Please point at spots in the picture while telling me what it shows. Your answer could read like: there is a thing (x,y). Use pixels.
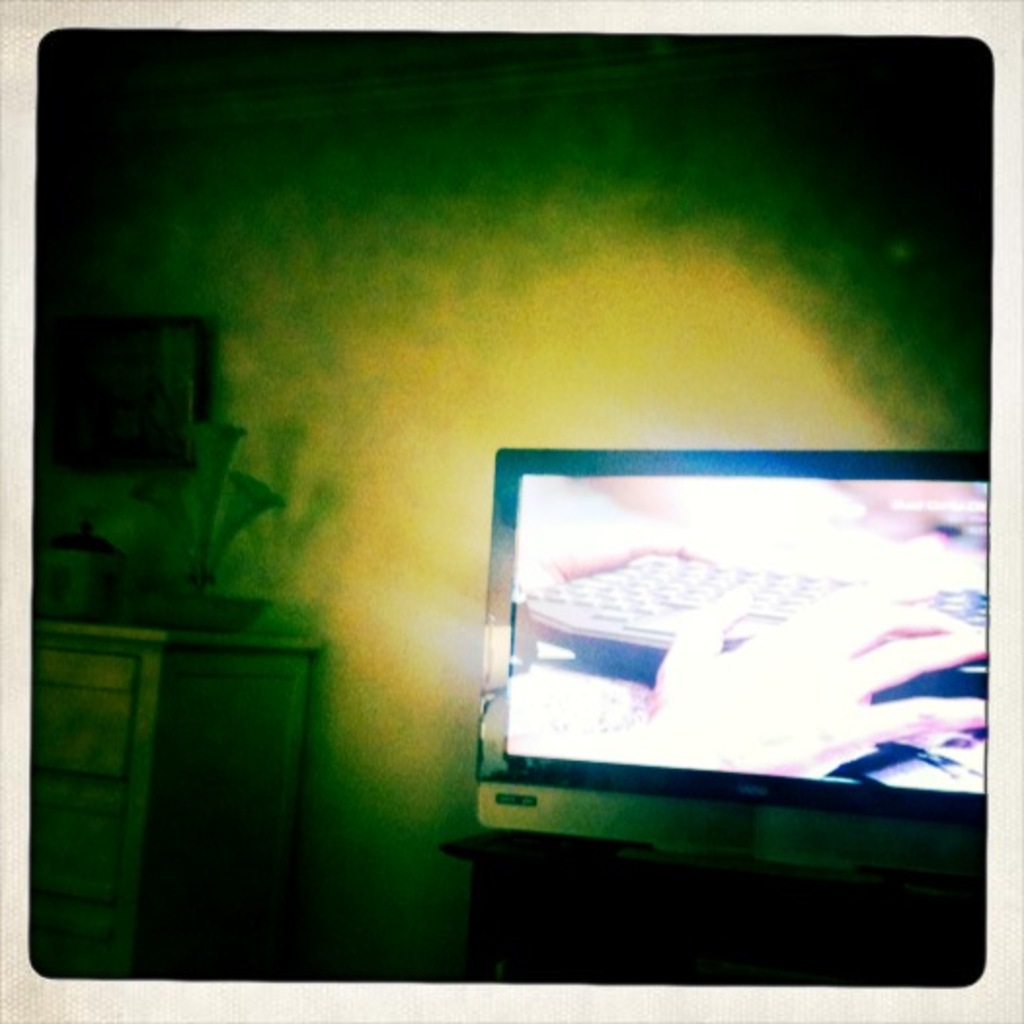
In this image we can see monitor (713,631) and some video (719,659) is displaying, on left side of the image (124,764) there is a cupboard (189,660) on which there are some objects (235,496) and in the background of the image (290,331) there is a wall (290,339) to which there is a painting (82,412) attached.
